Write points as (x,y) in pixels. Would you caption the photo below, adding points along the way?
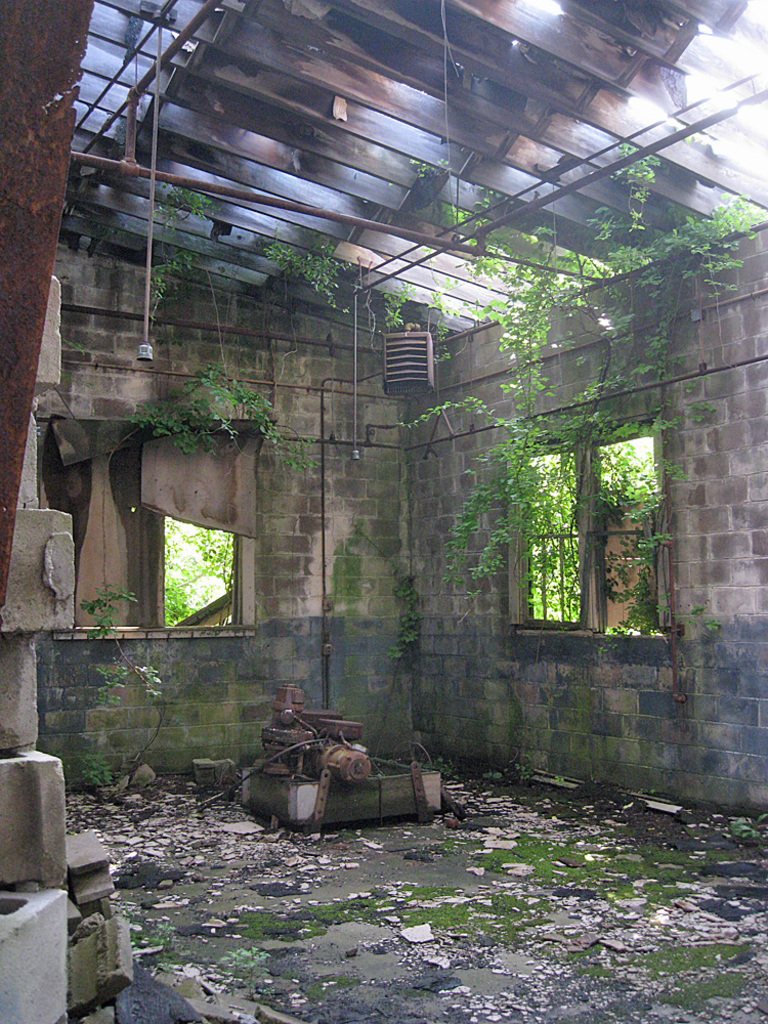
In this picture there is a inside view of the damage room (227,689). In the front (20,996) we can see the wall (590,663) and windows (156,620). On the top (428,266) there is a hanging lights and shed roof (418,119).
